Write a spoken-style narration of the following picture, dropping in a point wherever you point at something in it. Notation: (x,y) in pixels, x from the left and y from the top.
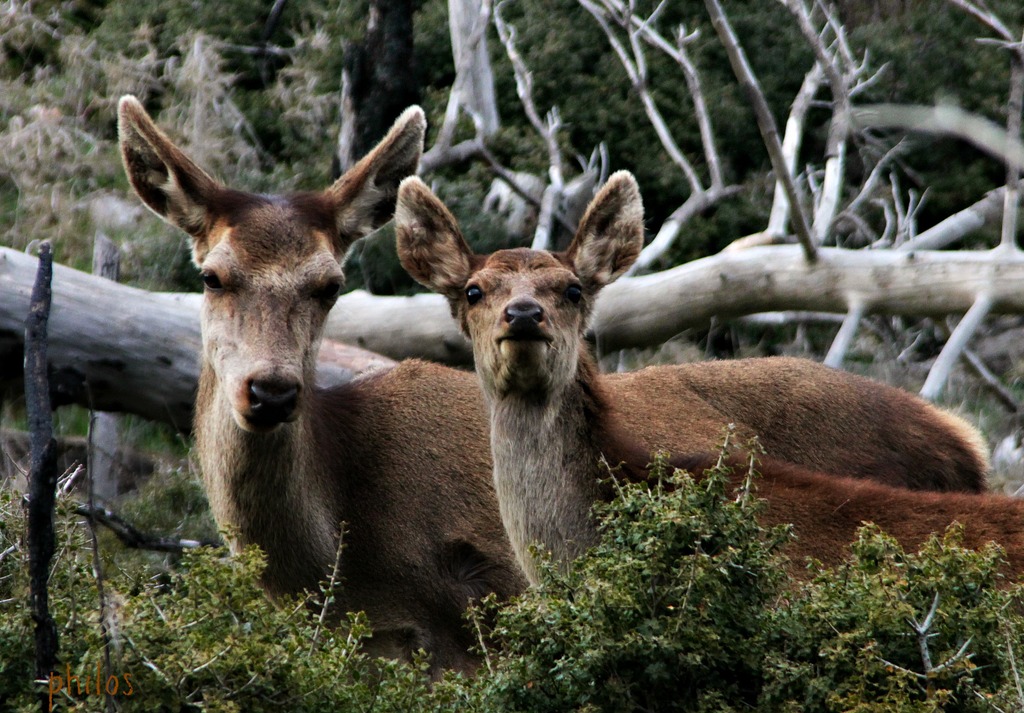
In this image, we can see animals (480,510). At the bottom (645,596), there are few plants (598,654) and watermark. Background (878,265) we can see trees (861,76) and wooden logs (979,271).
